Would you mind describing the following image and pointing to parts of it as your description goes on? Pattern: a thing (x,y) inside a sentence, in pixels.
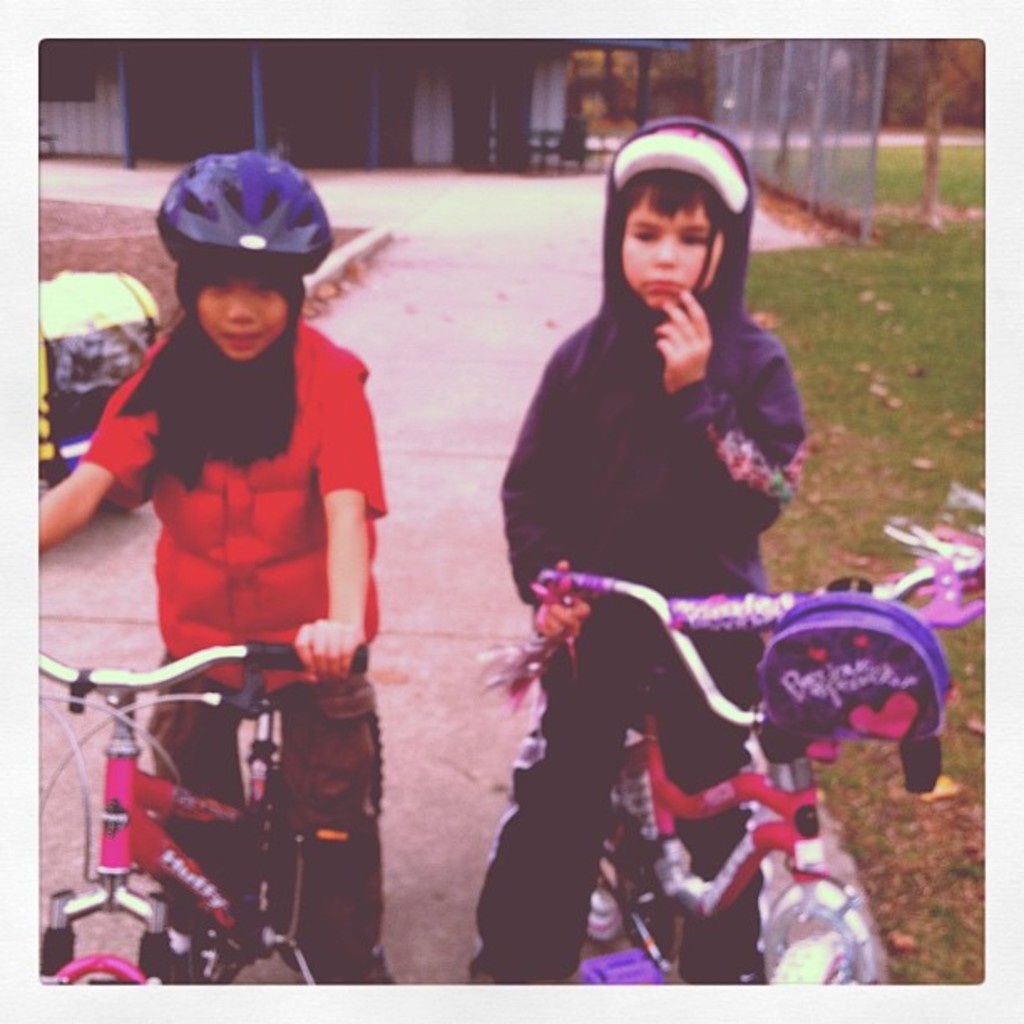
In this image I can see two children (212,595) are on their cycles (211,651). In the background (430,144) I can see a path (377,395) and a building (318,53).
